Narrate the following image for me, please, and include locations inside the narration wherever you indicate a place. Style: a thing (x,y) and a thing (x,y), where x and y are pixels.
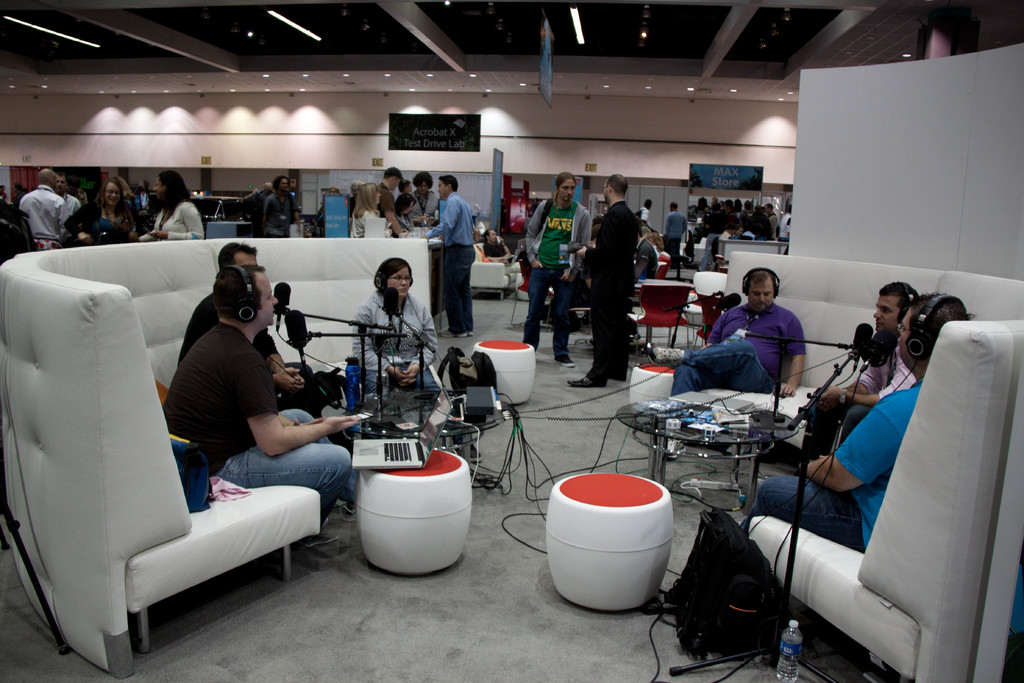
A group of people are sitting in the couch (289,525) and have a laptop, microphone stand (300,328) in front of them and there are some people (125,227) standing in the backdrop (609,221).
